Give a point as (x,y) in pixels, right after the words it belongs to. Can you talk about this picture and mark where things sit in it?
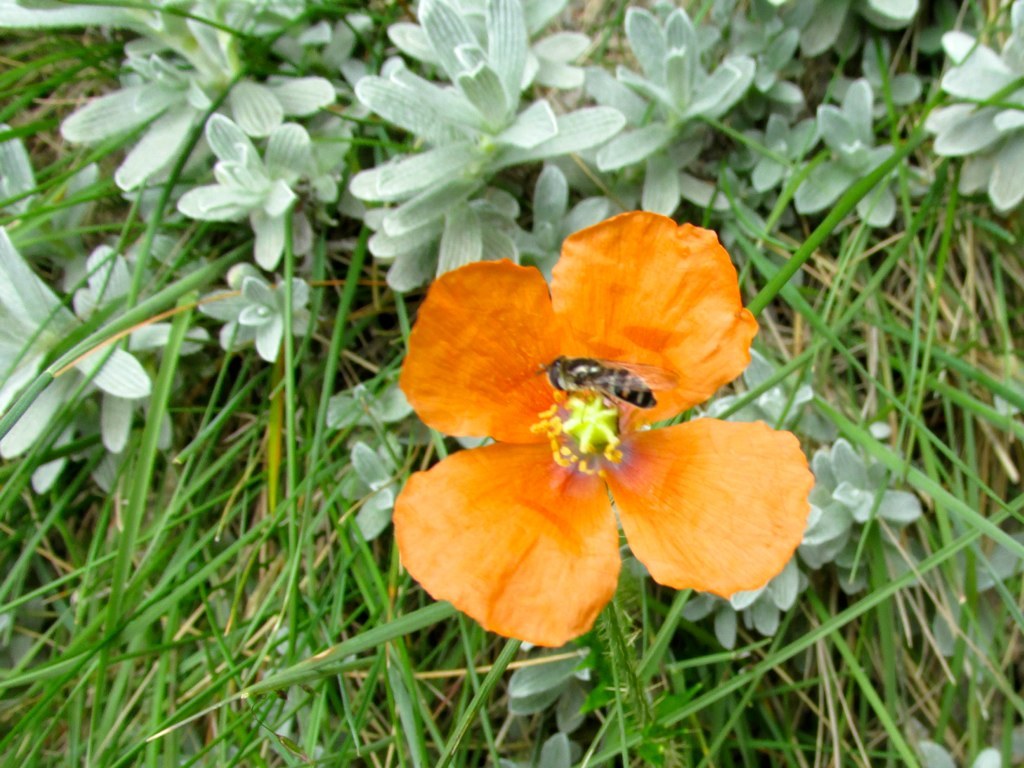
In this image we can see a flower (529,397), plants (261,205) and grass (676,618).
